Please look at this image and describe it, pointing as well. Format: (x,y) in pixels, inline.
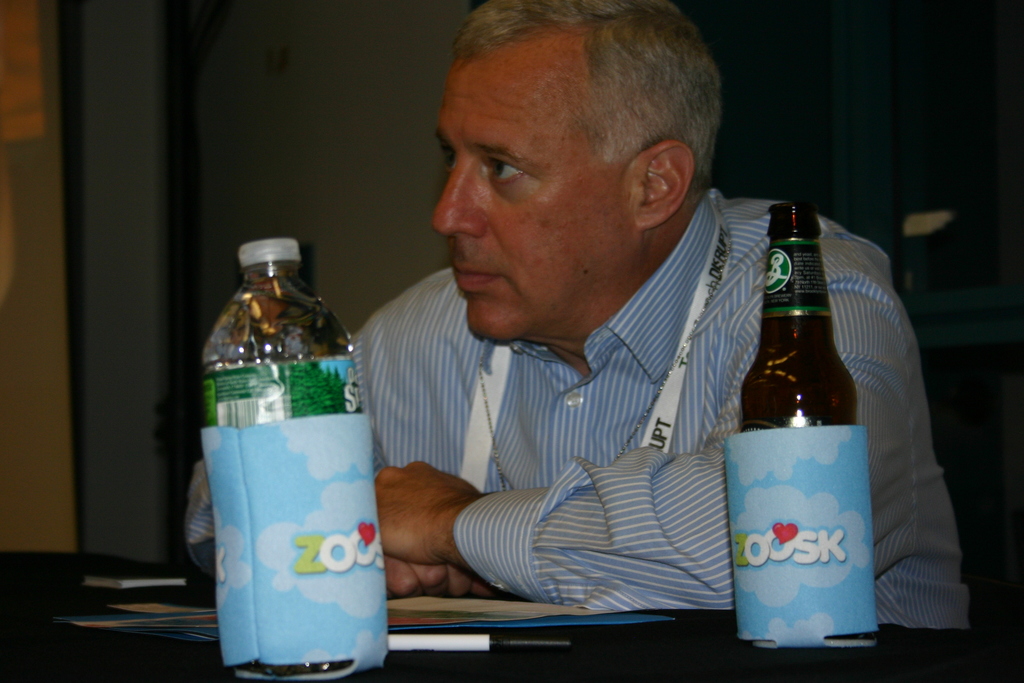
In this picture we can see a man (578,420) sitting on a chair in front of the man (581,443) there is a table (555,666) on the table (728,672) we have two bottles (229,534) books (470,605) and pens (403,649).
